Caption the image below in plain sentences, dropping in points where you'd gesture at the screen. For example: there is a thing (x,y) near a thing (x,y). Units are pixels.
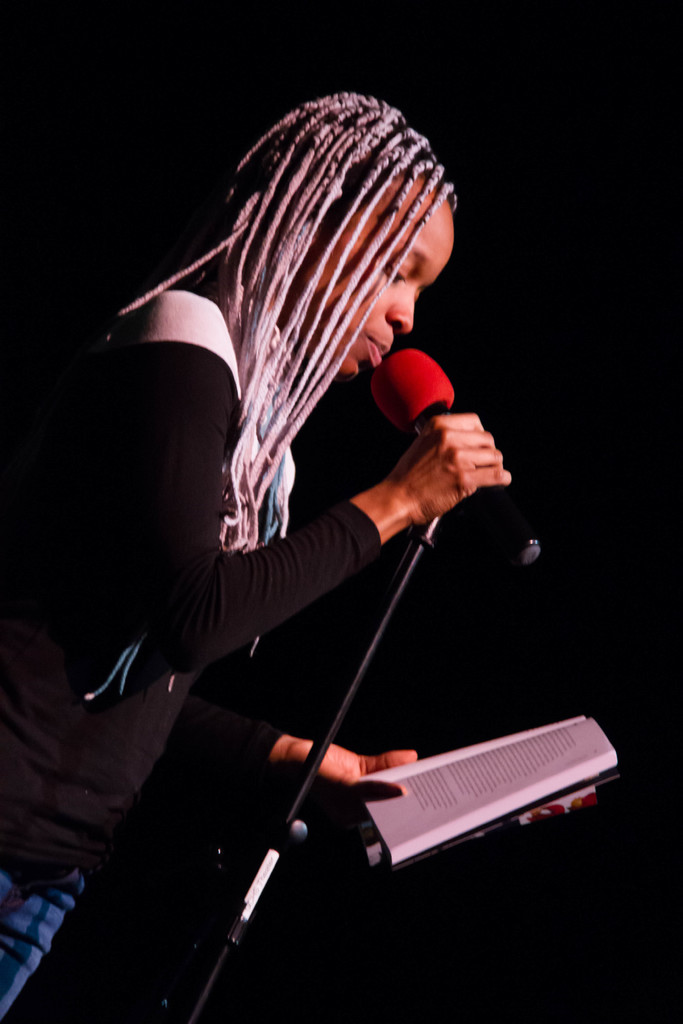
In this picture there is a girl (292,534) wearing black t-shirt (336,552) holding a book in the hand (333,771) and reading in the microphone (427,385). Behind there is a black background (171,197).
